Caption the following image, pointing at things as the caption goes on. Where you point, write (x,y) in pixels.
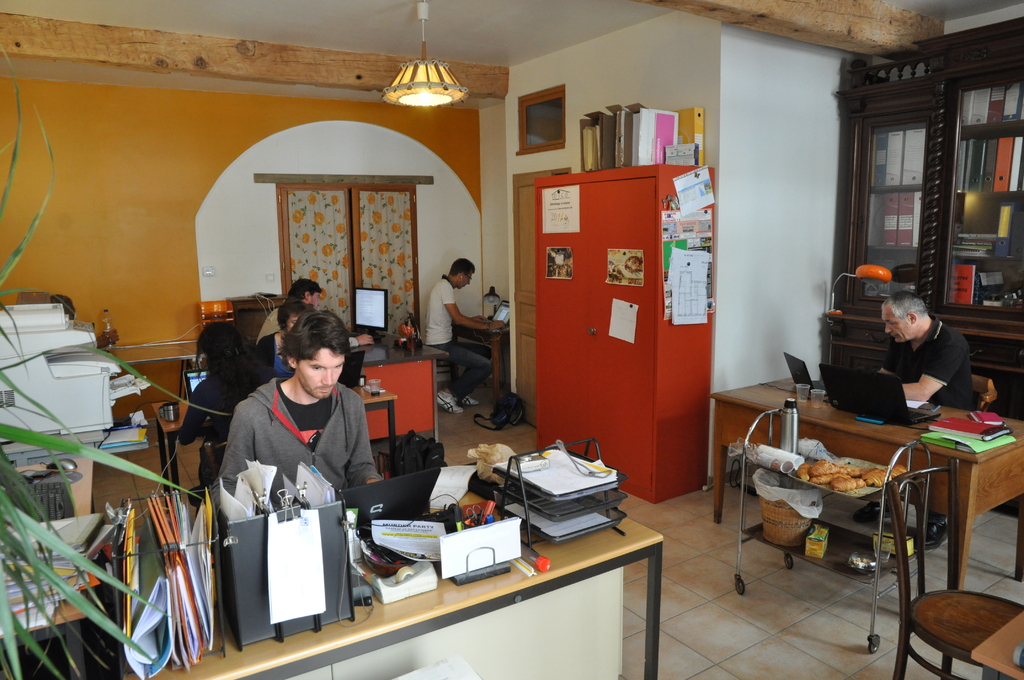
A room (767,292) which has a light (444,90) and the shelf (916,115) which has books (1023,245) in it and some tables (380,421) and chairs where people (365,418) doing their work and we have some files (268,523), laptops (822,381) and printers (19,380).
